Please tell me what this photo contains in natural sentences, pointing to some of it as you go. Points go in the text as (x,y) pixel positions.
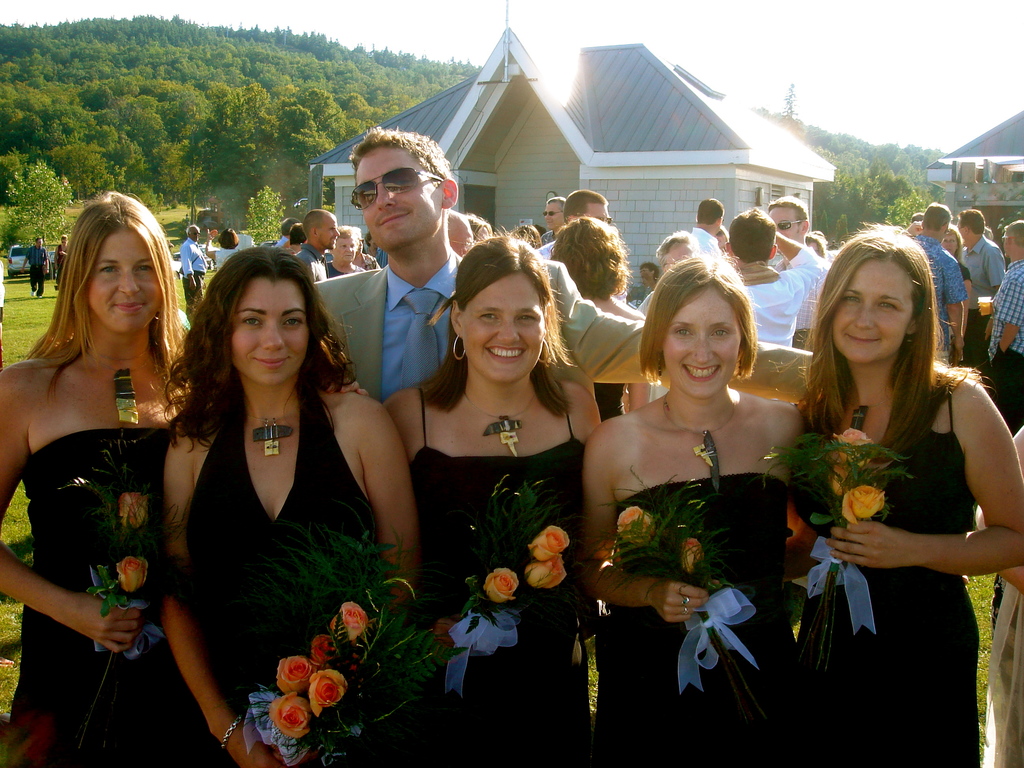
In the picture we can see five women (158,556) are standing and smiling on the grass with black dress (953,614) and holding flowers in their hands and behind them, we can see a man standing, he is in blazer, tie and shirt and behind them, we can see many people (826,253) are standing and talking to each other and in the background (482,181) we can see houses (472,184) and behind it we can see a hill (371,121) covered with trees (387,85) and behind it we can see the sky (276,14).
